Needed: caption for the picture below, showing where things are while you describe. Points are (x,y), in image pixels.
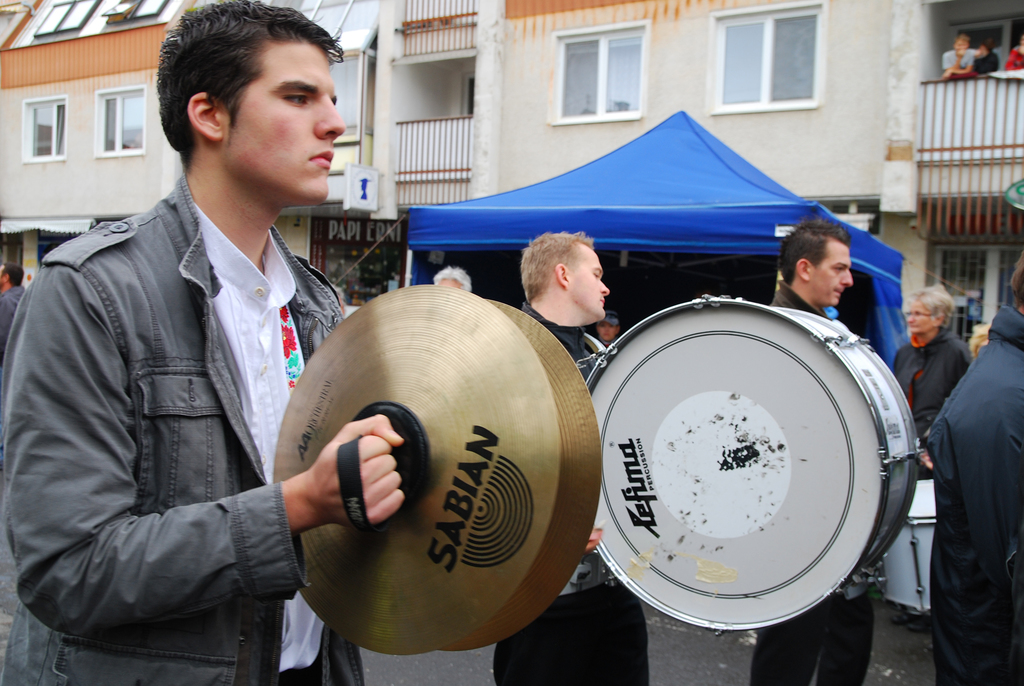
In this picture we can see some people (180,558) holding musical instruments (577,404) with their hands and standing on the road (903,678) and in the background (519,251) we can see a building (57,127) with windows (115,103), tent (717,209), some objects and some people (930,291).
